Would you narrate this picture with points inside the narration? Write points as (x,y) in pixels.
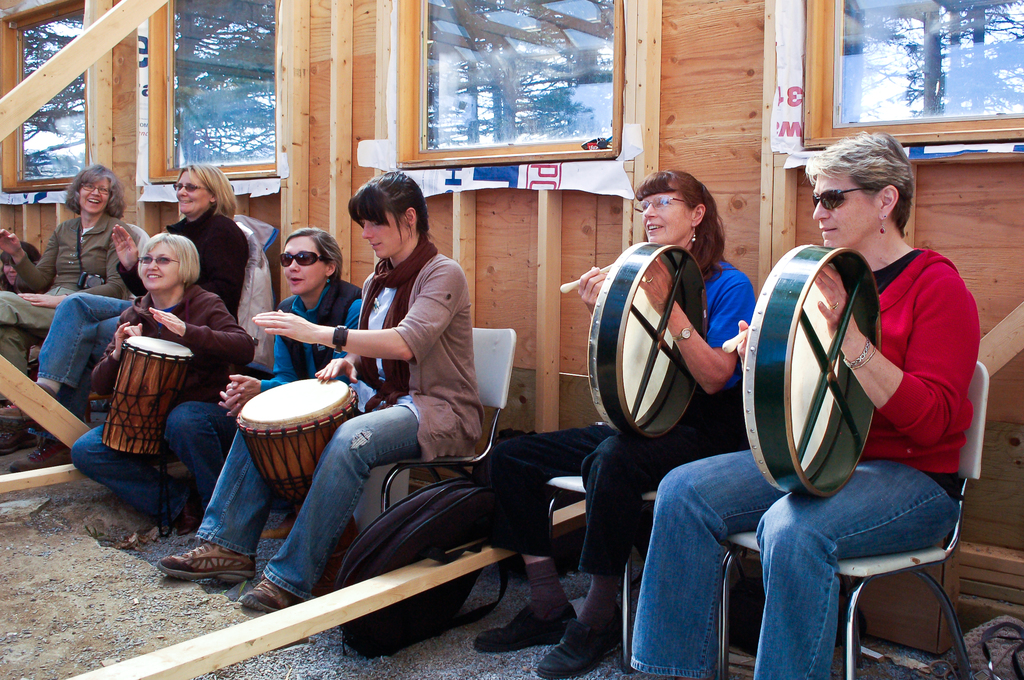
This image is clicked outside. There are seven women (92,205) in this image. To the right (874,269), the two women (716,488) are playing musical instrument (849,465). In the middle (372,451), the woman (386,418) wearing brown jacket (467,381), is playing drums (283,464). In the background (652,144), there is a wall (142,131) made up of wood (333,159), and there are windows (917,85) to that wall (339,116).
